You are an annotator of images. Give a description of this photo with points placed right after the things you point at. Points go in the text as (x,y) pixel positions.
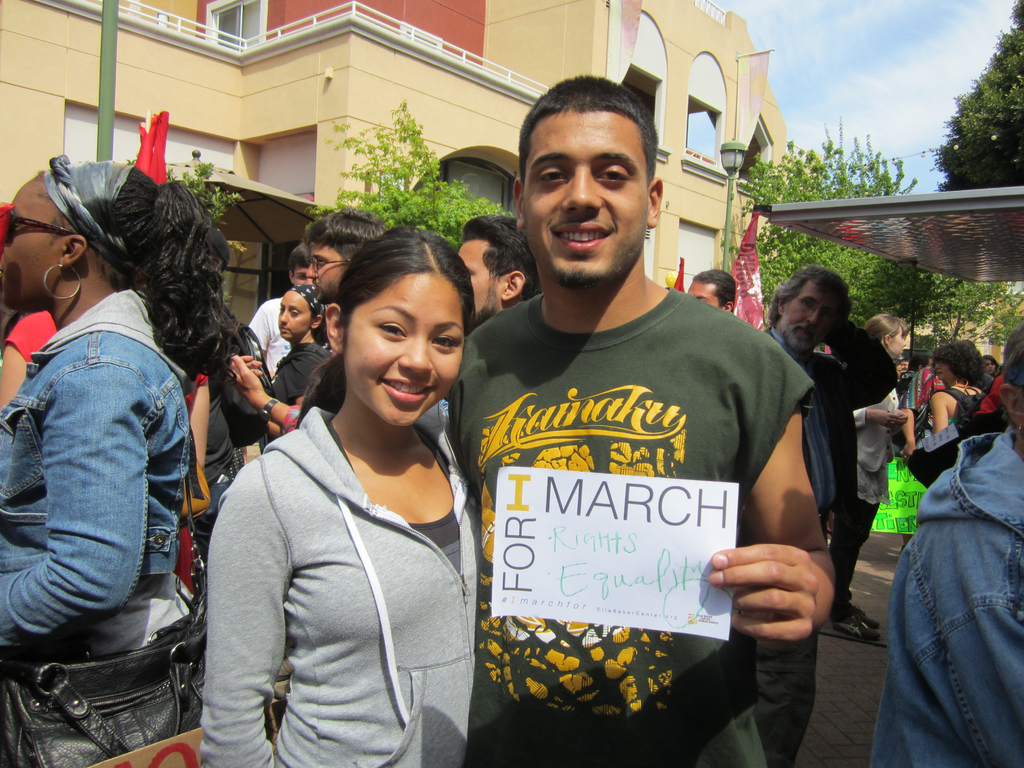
In this picture we can see some people (582,380) standing here, a man (579,465) on the right side (693,381) is holding a paper (612,492), in the background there are some trees (399,122), we can see a building (710,248) here, there is sky (923,60) at the right top of the picture (933,38).
